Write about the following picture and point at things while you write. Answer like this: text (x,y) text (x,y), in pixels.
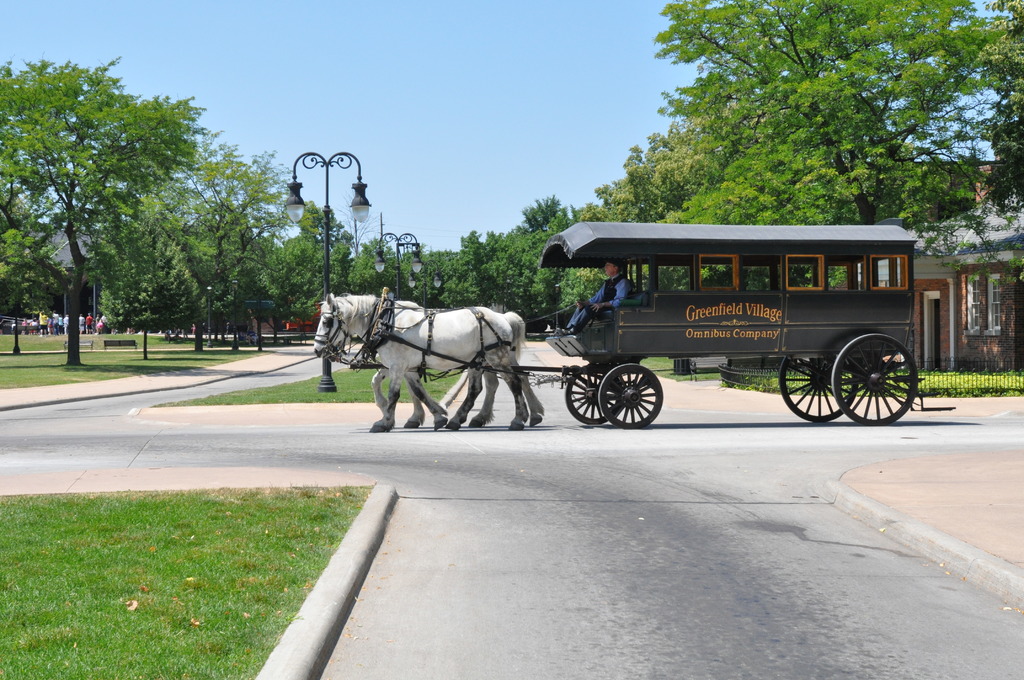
This image is clicked on the road (618,618). There is a horse cart (837,342) moving on the road (640,627). There is a man (597,304) sitting in the cart (800,317). There is text (718,314) on the cart (697,323). Behind the horses (321,356) there are street light poles (326,385) and grass (344,387) on the ground (362,392). To the right (964,298) there are houses (980,233) and trees (805,169) behind the cart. There is a railing (997,379) around the house (982,348). To the left (37,354) there are benches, trees (70,304) and grass (28,359) on the ground (161,335). There are many people (92,318) standing on the ground (57,359). In the bottom left (86,616) there's grass (134,550) on the ground (86,568). In the bottom right (950,500) there is a walkway (954,503). At the top (375,86) there is the sky (401,103).
